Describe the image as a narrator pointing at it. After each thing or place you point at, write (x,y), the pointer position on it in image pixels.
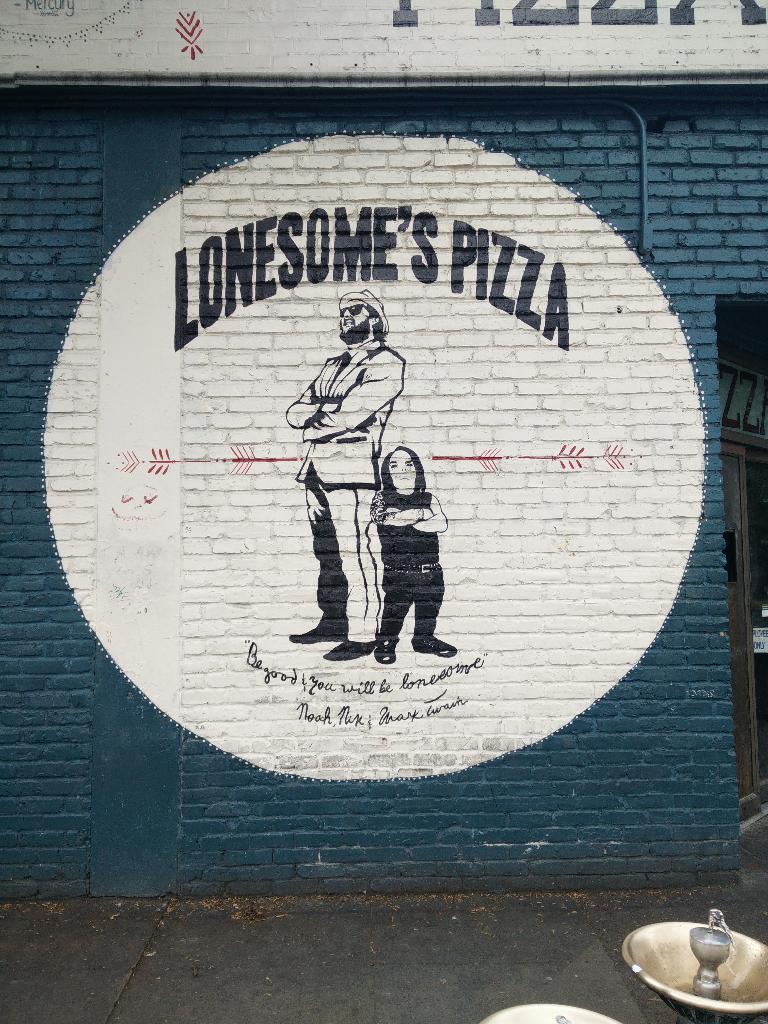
In this image I see the blue color wall (34,134) on which there is an art (257,506) and I see that there are 2 persons (389,416) over here and I see few words (388,685) written and I see the path (346,915) and I see a thing (661,942) over here.
